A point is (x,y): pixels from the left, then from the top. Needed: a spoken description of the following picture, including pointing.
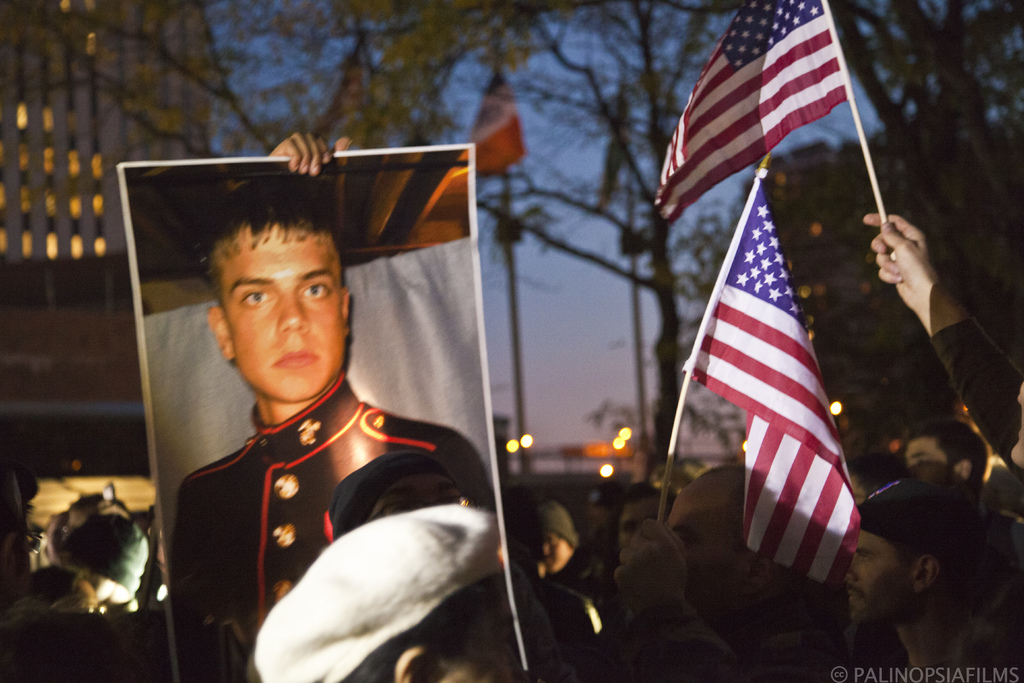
In this image we can see a group of people (724,599). Few people (776,590) are holding US flags (820,38). There are many trees (914,140) in the background (600,411). There is a building (73,217).
